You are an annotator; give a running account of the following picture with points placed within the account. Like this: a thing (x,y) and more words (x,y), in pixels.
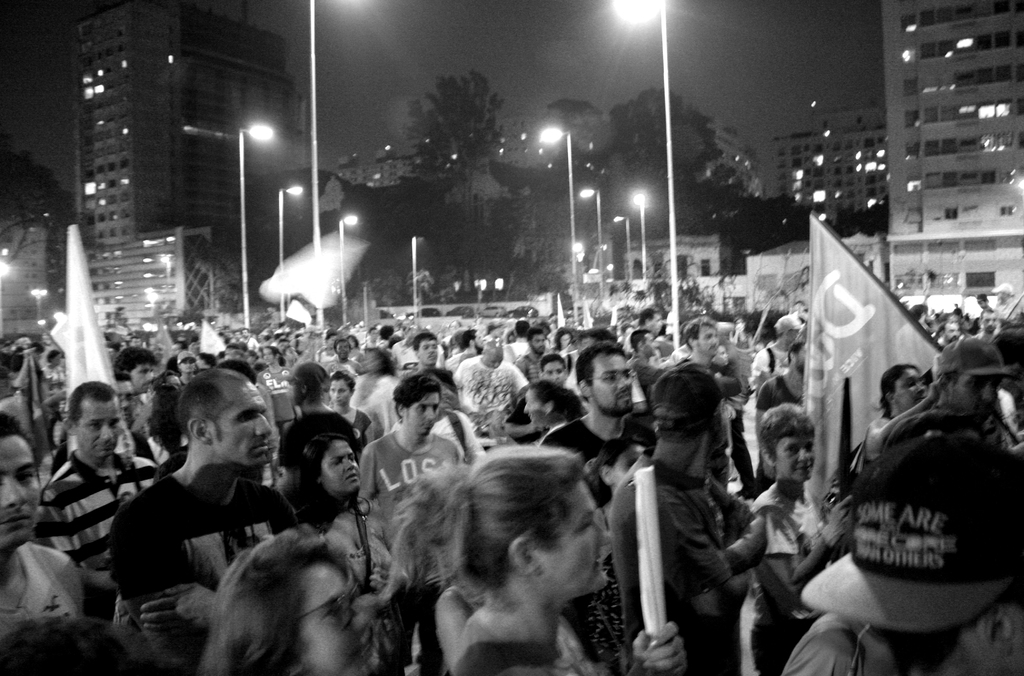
In this image we can see many people (506,462). There are many street lights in the image. We can see few people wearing the caps (985,561). There are few people (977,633) holding some objects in their hand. We can see few people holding flags (833,244) in the image. There are many buildings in the image. There are many trees (682,205) in the image. We can see the sky (464,42) in the image.
